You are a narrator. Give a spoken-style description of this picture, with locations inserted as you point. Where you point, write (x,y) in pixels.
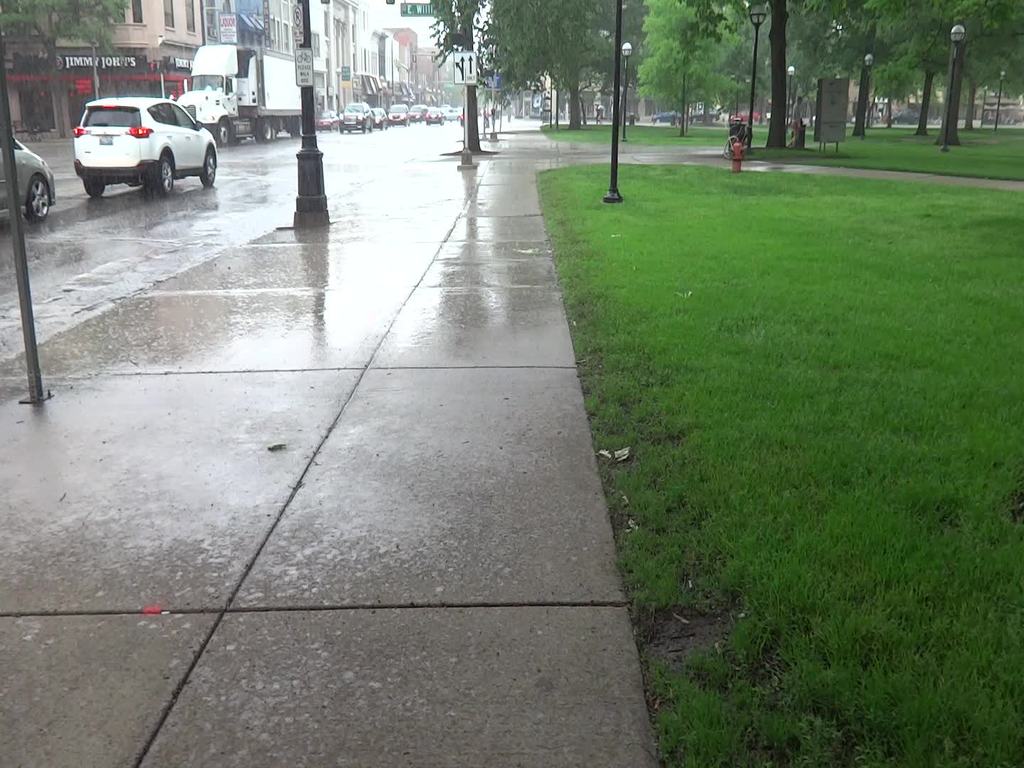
In this image I can see few vehicles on the road (104,226) and I can also see few light poles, trees (586,2) in green color, buildings (188,22) in brown and white color and the sky (395,19) is in white color.
